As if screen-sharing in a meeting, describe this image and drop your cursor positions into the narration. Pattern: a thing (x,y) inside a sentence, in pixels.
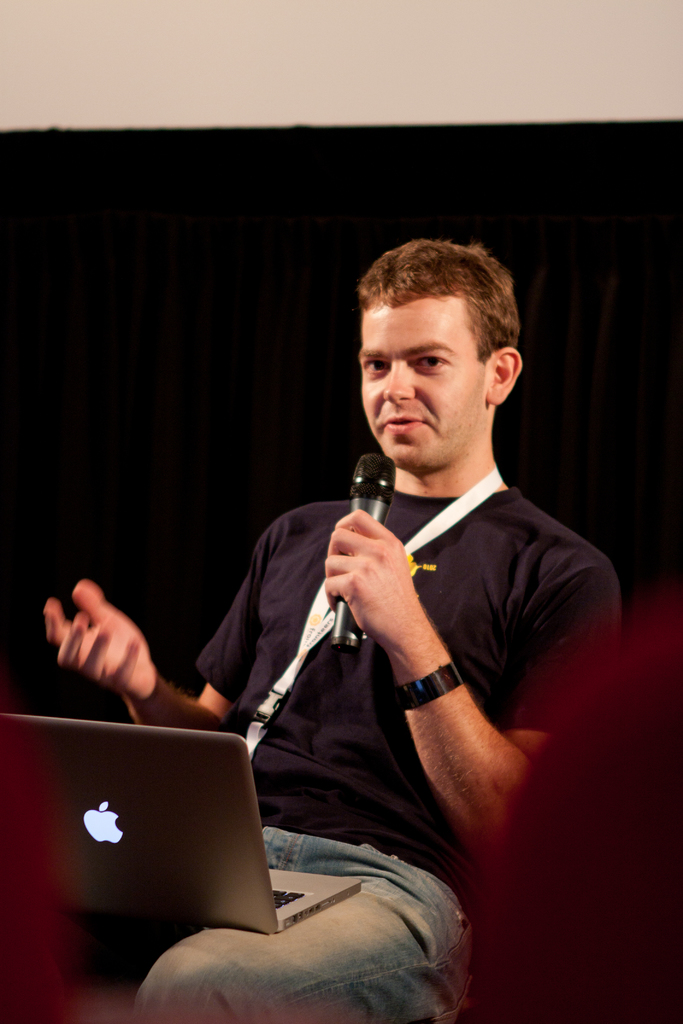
In the middle (329,562) there is a man (368,771), he wear blue t shirt (483,628), trouser (371,912), watch (423,693) and tag (438,527). he hold mic (363,499), there is a laptop (198,855) on his lap (280,959). I think he is speaking something.
